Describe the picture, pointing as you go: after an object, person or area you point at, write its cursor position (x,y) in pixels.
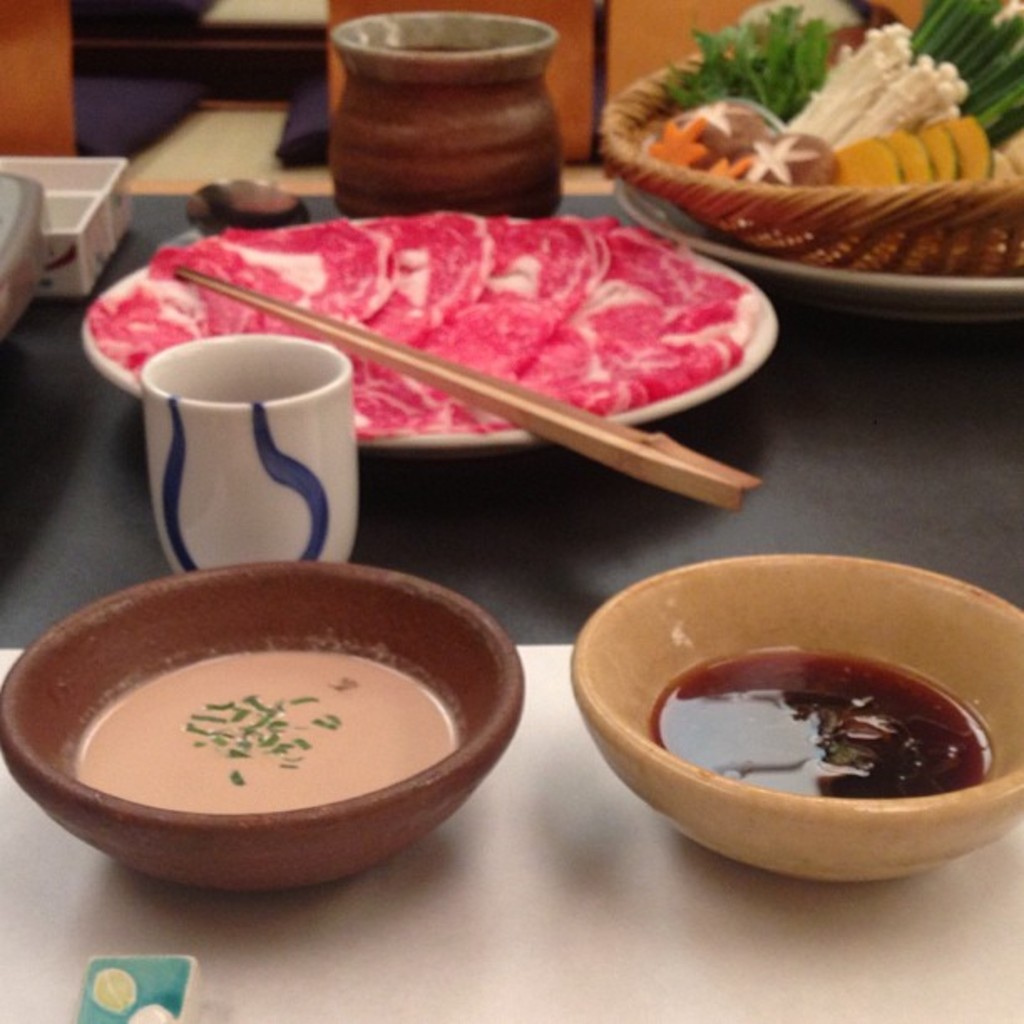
In the image we can see there are bowls (1007,721) in which there are sauces (212,715) and in a plate (688,394) there is chopsticks (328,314) and in a basket (1022,210) there are food items (678,118) and a cup (211,495) on the table (136,491).
